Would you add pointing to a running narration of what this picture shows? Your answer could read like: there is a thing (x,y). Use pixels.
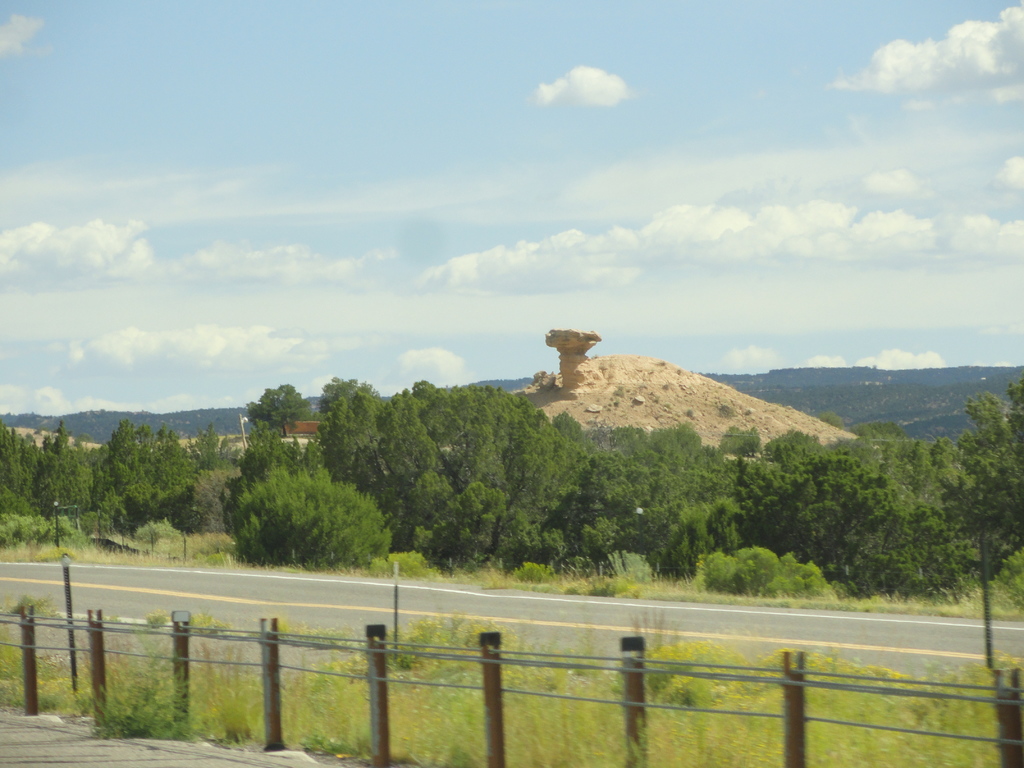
In this picture we can see a fence (786,654), road (249,601), plants (196,682), trees (173,449), mountains (850,415), soil (671,396) and some objects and in the background (732,288) we can see the sky (648,192) with clouds (901,53).
